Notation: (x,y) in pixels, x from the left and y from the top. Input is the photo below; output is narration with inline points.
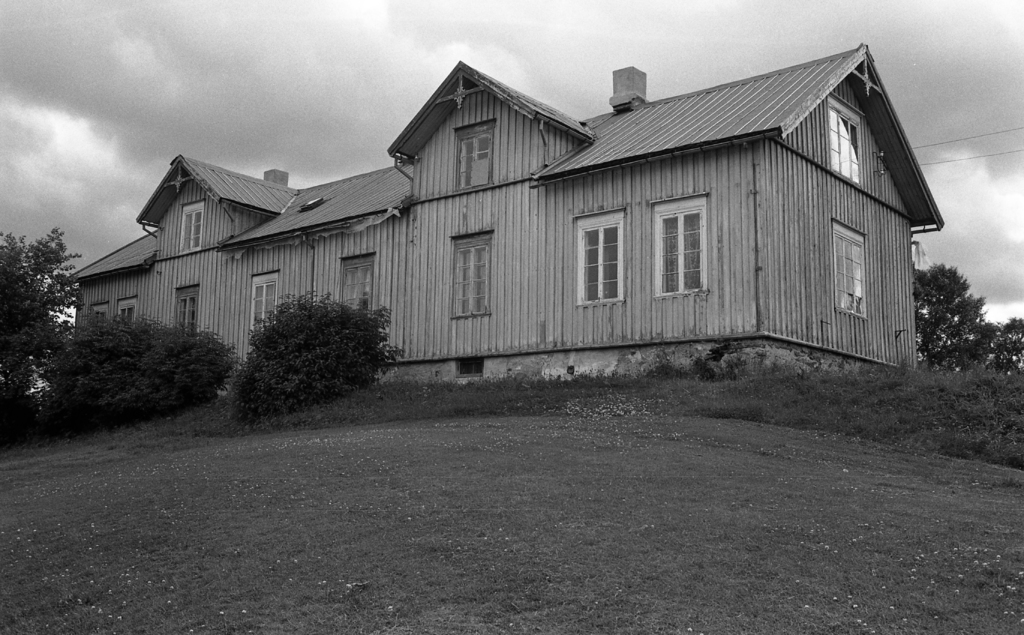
In this image I can see the house (857,327), few windows (664,273), trees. In the background (273,61) I can see the sky (301,83) and the image is in black and white.
